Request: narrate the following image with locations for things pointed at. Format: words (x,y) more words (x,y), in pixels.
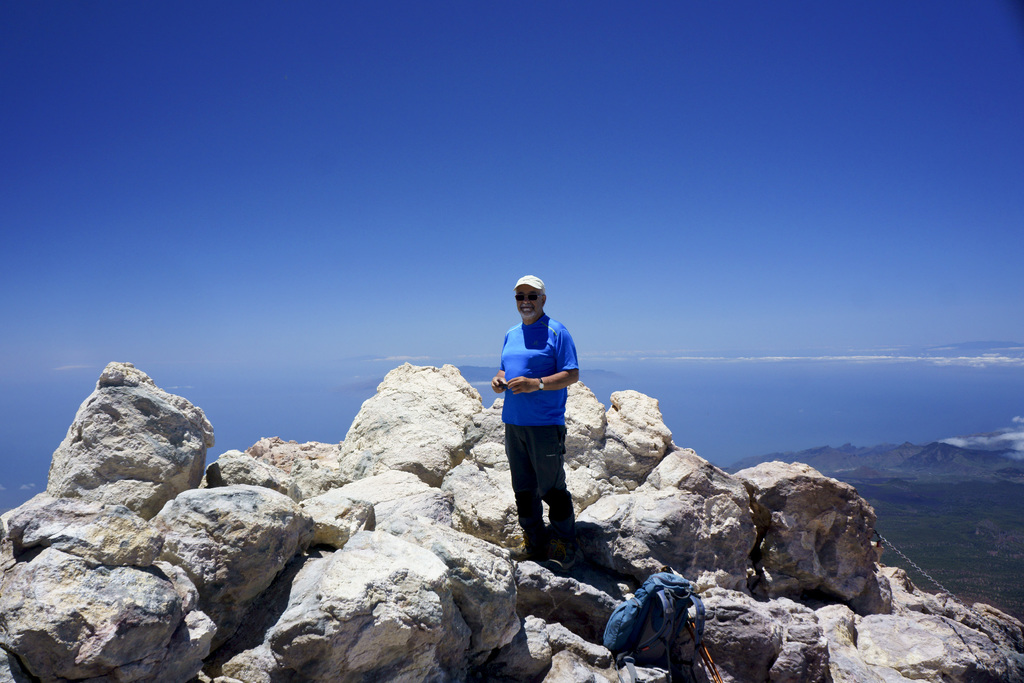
In this picture I can see there is a man (564,397) standing here and wearing a blue shirt (521,353) and a black pant (555,453) and he is standing on the rocks (413,566) and there are mountains (867,464) here and the sky (379,248) is clear.
